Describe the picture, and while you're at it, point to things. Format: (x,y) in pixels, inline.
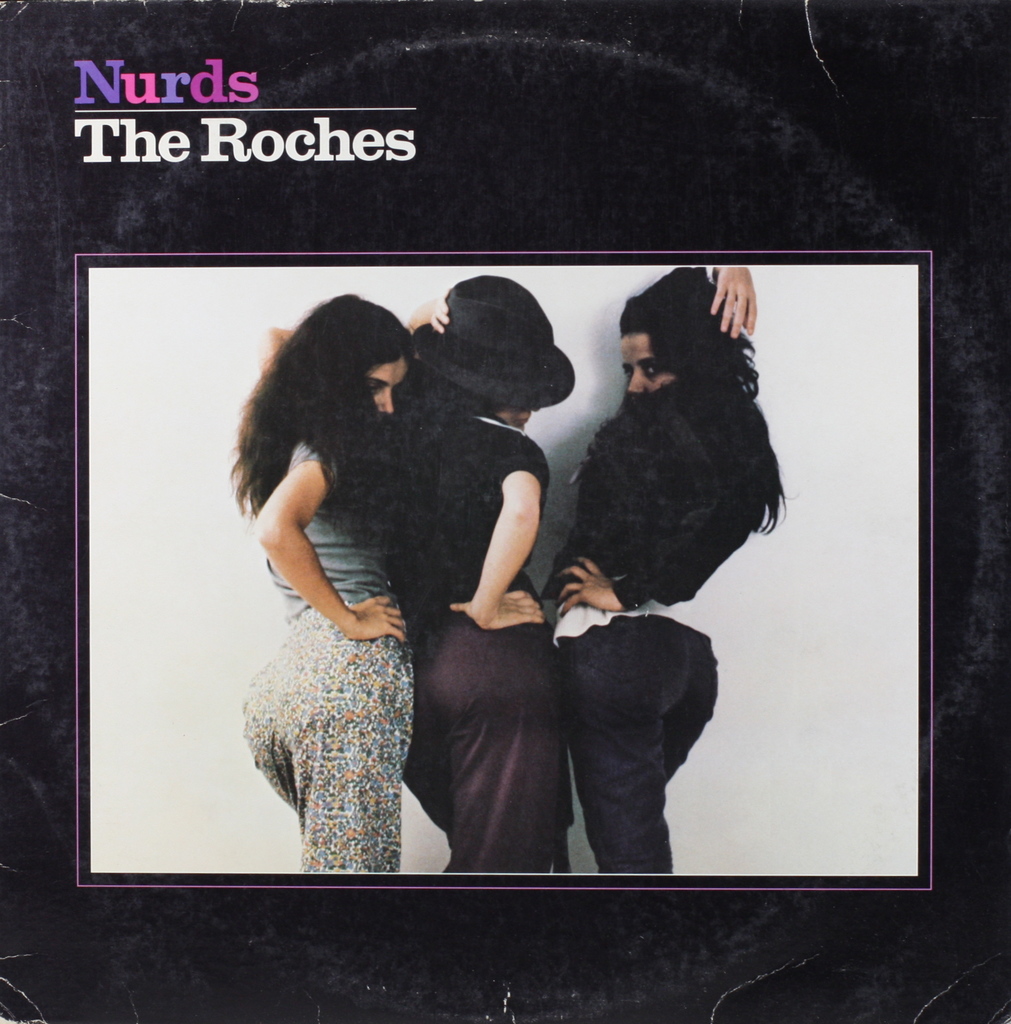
In the picture I can see picture of the woman's (432,573), there are standing with the support of the wall (808,417), in the outer surface of the image we can see some text (182,77).
